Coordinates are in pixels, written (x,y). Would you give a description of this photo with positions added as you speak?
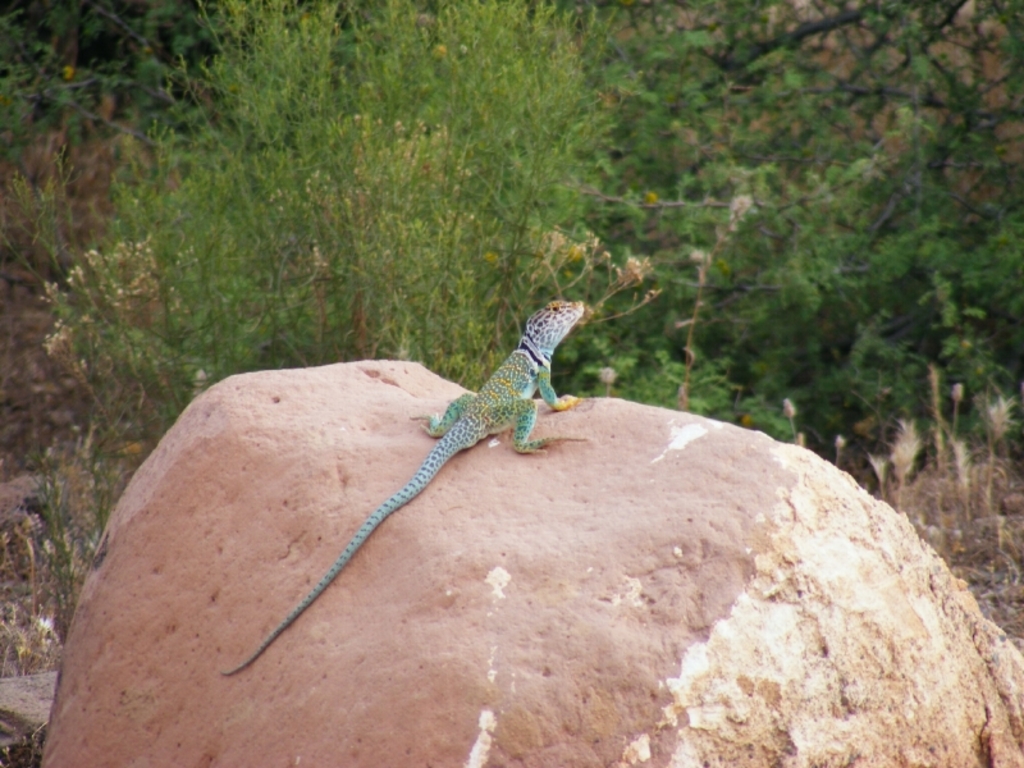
In this picture I can see a reptile (557,332) on the rock (207,742), and in the background (449,237) there are trees (612,122).
